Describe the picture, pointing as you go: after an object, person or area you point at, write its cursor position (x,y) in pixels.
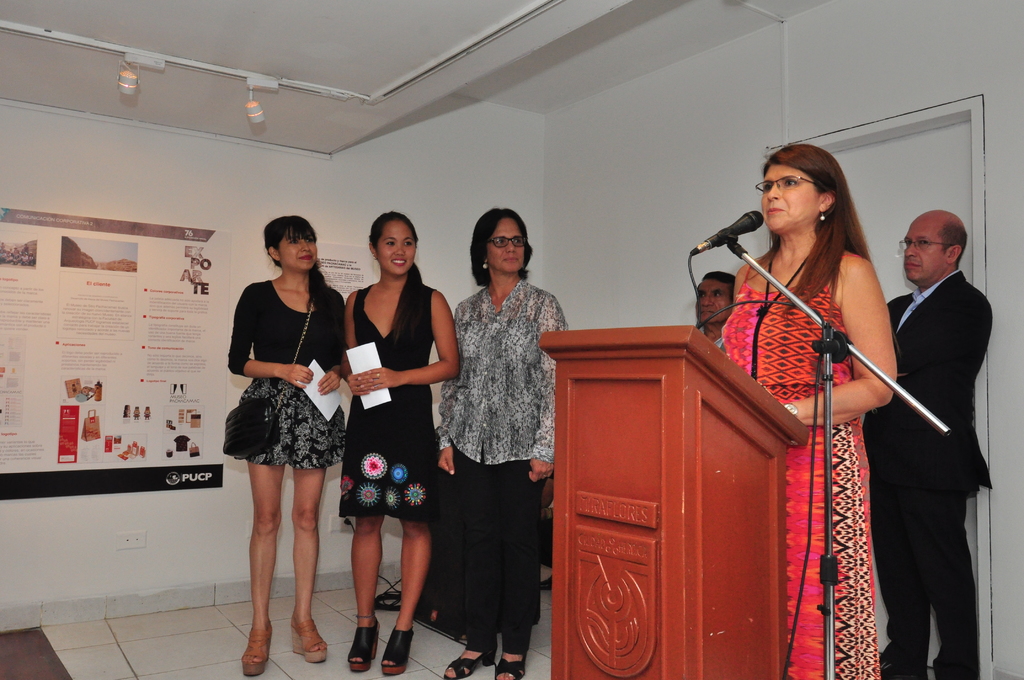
In the picture I can see a woman (765,307) standing and speaking in front of a mic (736,229) in the right corner (753,278) and there is a wooden stand (734,392) in front of her and there are few other persons (726,290) behind and beside her and there is a sheet (136,323) which has few images (9,354) and something written on it in the left corner (81,344).
